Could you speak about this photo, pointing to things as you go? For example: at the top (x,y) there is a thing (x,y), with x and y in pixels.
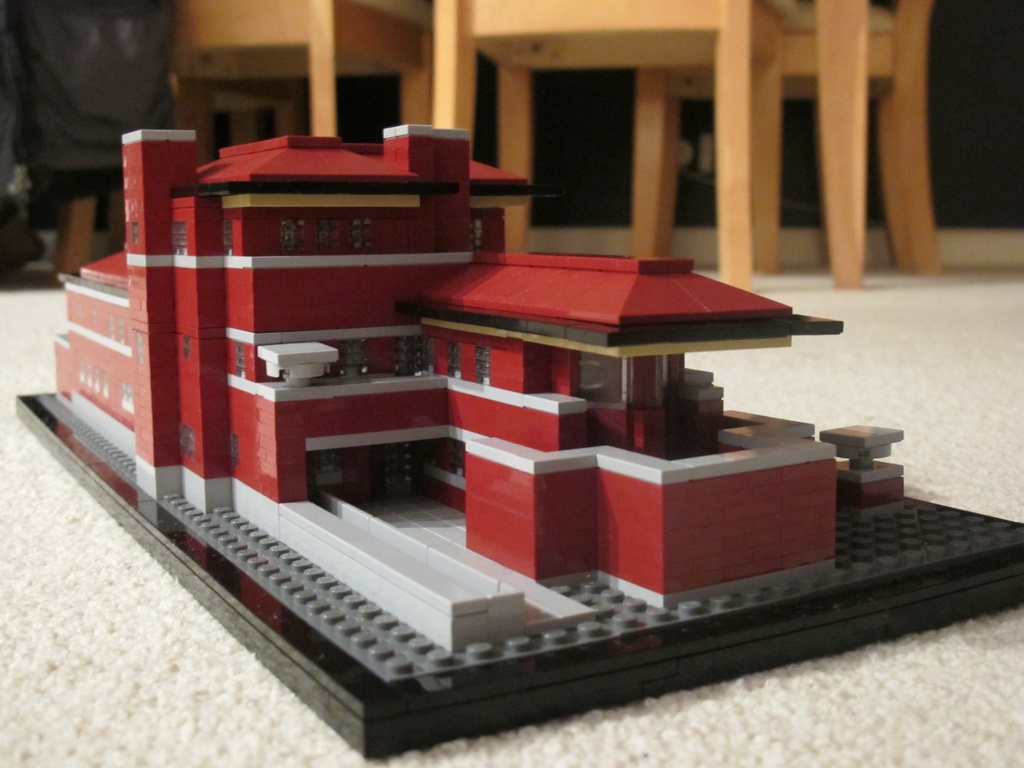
In the center of the image (551,441), we can see an architecture of a building (298,419), which is on the mat (751,714) and in the background (311,45), there are chairs (509,45).
